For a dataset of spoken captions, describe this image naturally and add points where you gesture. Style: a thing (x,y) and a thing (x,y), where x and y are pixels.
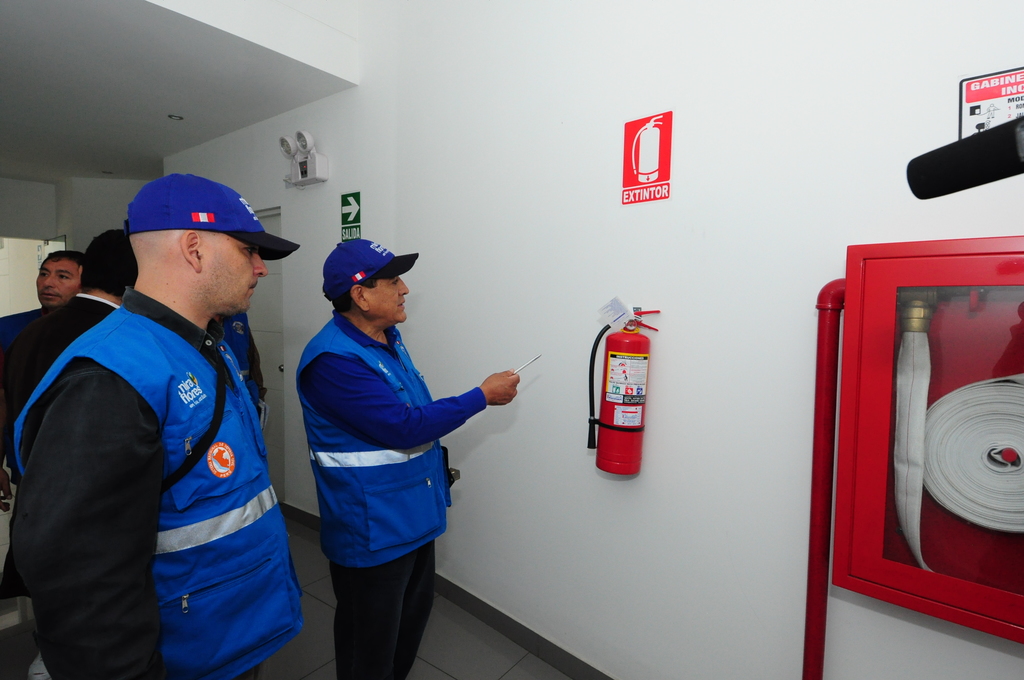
In this picture i see few people (218,519) standing and I see a fire extinguisher (619,373) and few boards (986,126) on the wall (863,183) and a glass box (959,573) on the right side (932,432) to the wall (867,85) and i see couple of men (204,242) wore caps (280,252) on their heads (140,249).
